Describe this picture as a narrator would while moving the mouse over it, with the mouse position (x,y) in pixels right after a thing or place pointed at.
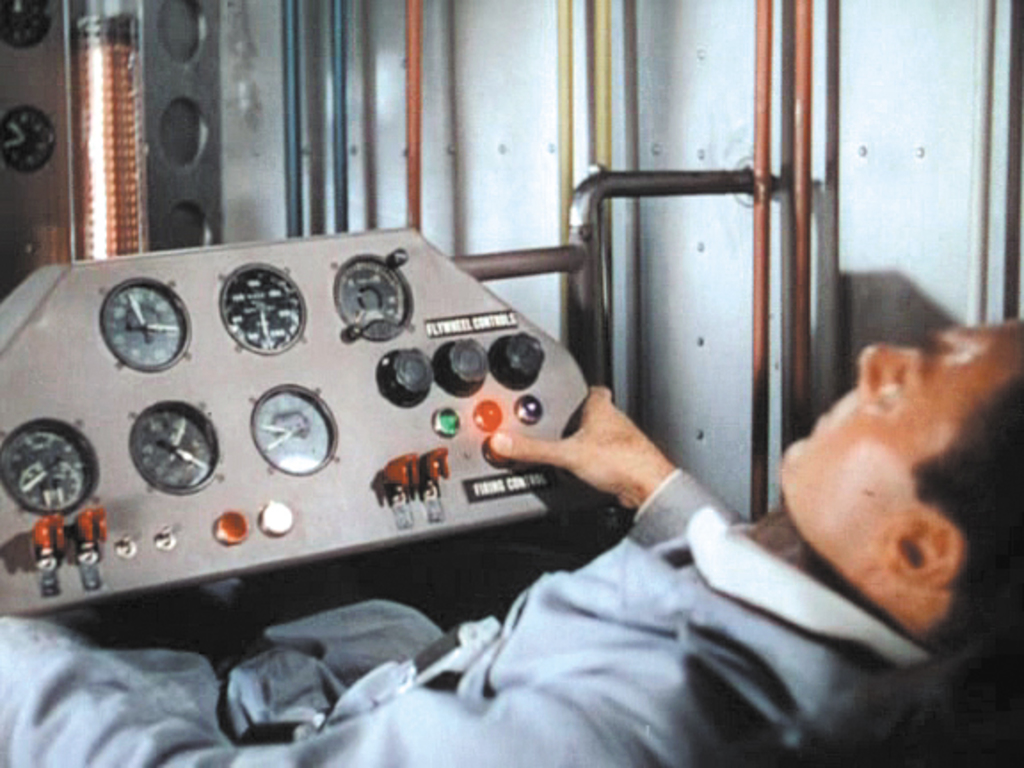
In this image we can see a person (580,466) touching the speedometer board (325,368), walls (455,223) and some pipelines (770,196) attached to the wall (262,115).
